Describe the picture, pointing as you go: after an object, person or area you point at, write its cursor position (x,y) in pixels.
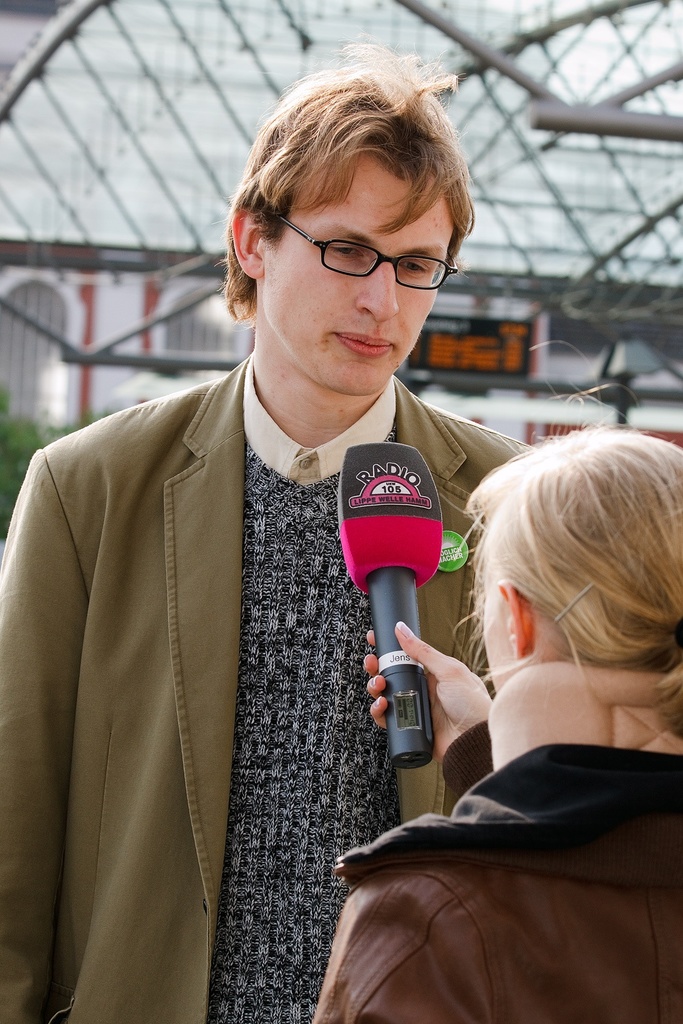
This picture is clicked outside the city. Here, we see a man (253,687) wearing green jacket (138,683) who is wearing spectacles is talking on microphone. Opposite of him, we see woman (443,679) wearing brown jacket (497,958) is holding microphone (417,687) in her hands (444,684), is pointing that microphone (431,532) to the man (433,601) in the opposite side. Behind him, we see a building (112,313) which is white in color and we even see trees (18,471).
